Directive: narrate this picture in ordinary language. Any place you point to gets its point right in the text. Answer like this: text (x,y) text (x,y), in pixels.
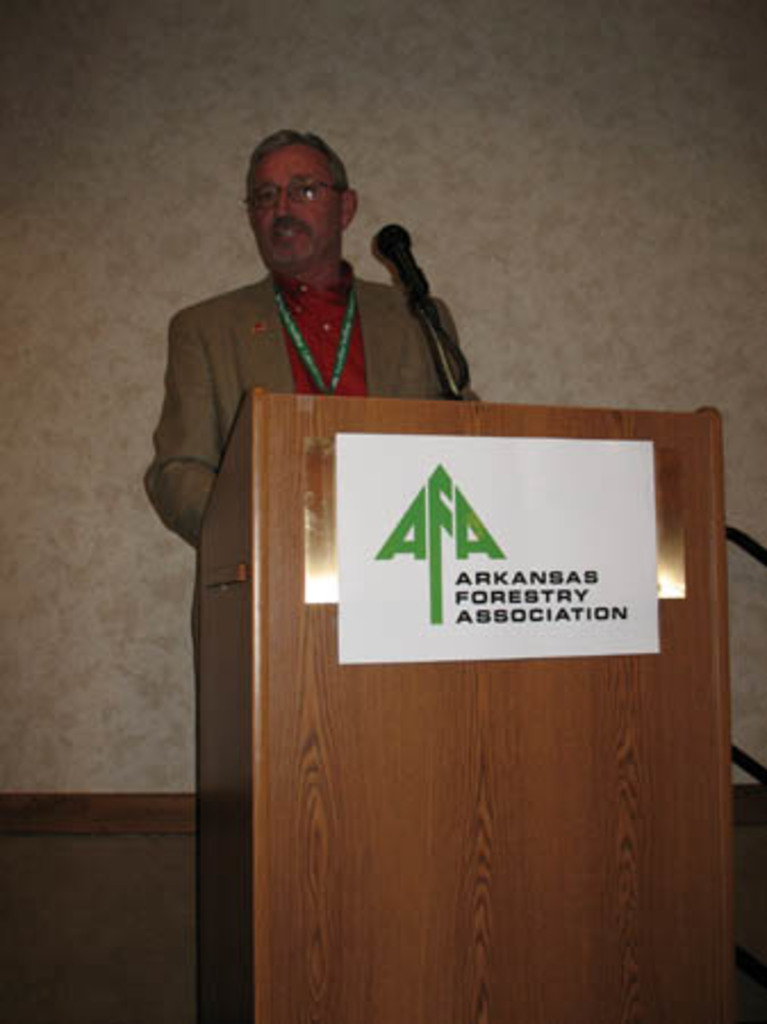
In the image there is a table (267,431) and a person (307,349) is standing in front of the table (321,664) and speaking something, there is some poster (439,626) attached to that table (319,635). In the background (19,54) there is a wall (87,512).
